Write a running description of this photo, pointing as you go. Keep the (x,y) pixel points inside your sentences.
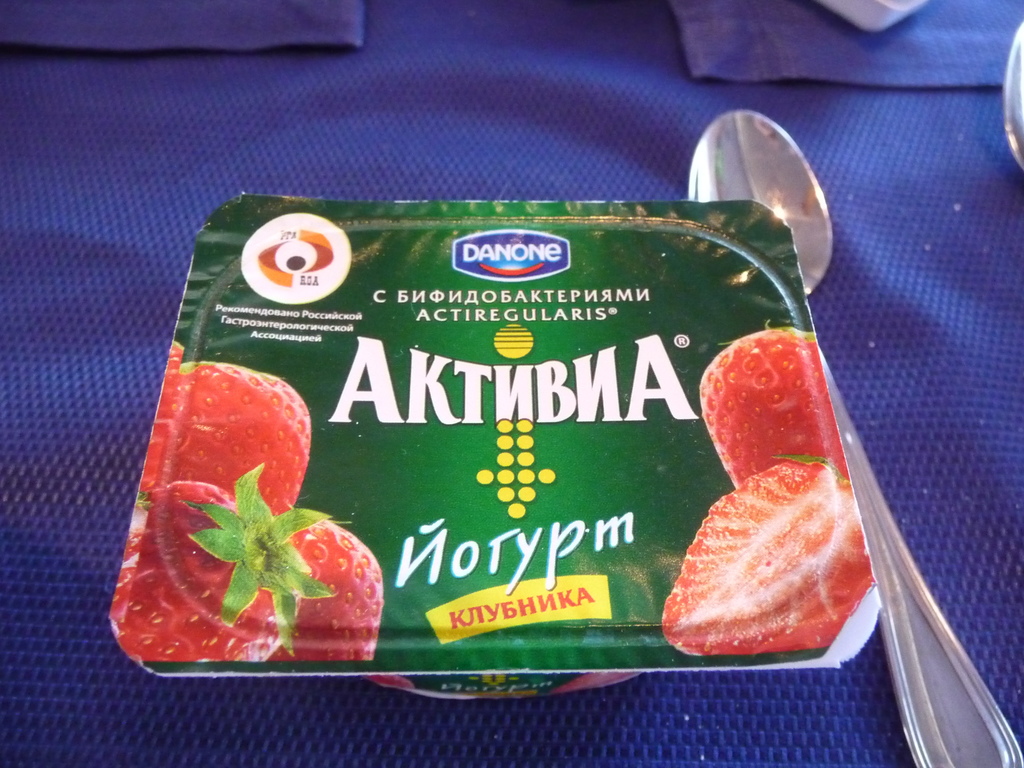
In this image we can see a box (445,422) with text (438,387) and fruits images (218,579) on it, there is a spoon (805,195), which are on the cloth (911,144).
